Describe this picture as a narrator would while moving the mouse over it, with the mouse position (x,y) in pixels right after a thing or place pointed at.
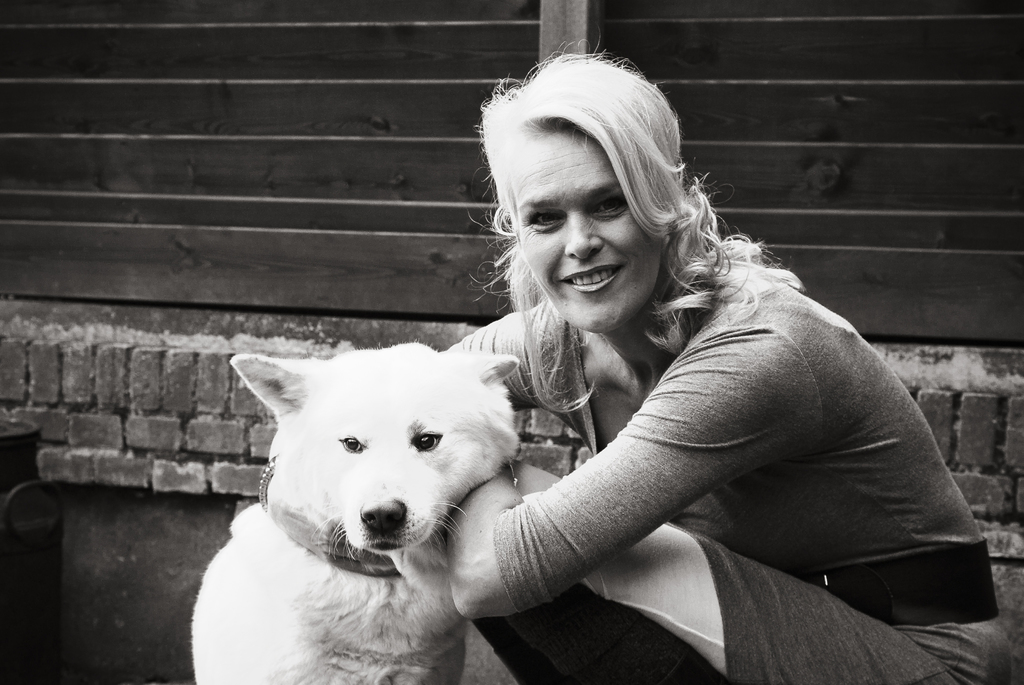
This is a black and white picture. Here is the woman (674,421) sitting in squat position and smiling. She is holding a dog (349,530). This is the dog (361,620) sitting beside the woman (537,507). These are the bricks (146,433) used to construct wall (322,354). This looks like a wooden texture background (810,125).
